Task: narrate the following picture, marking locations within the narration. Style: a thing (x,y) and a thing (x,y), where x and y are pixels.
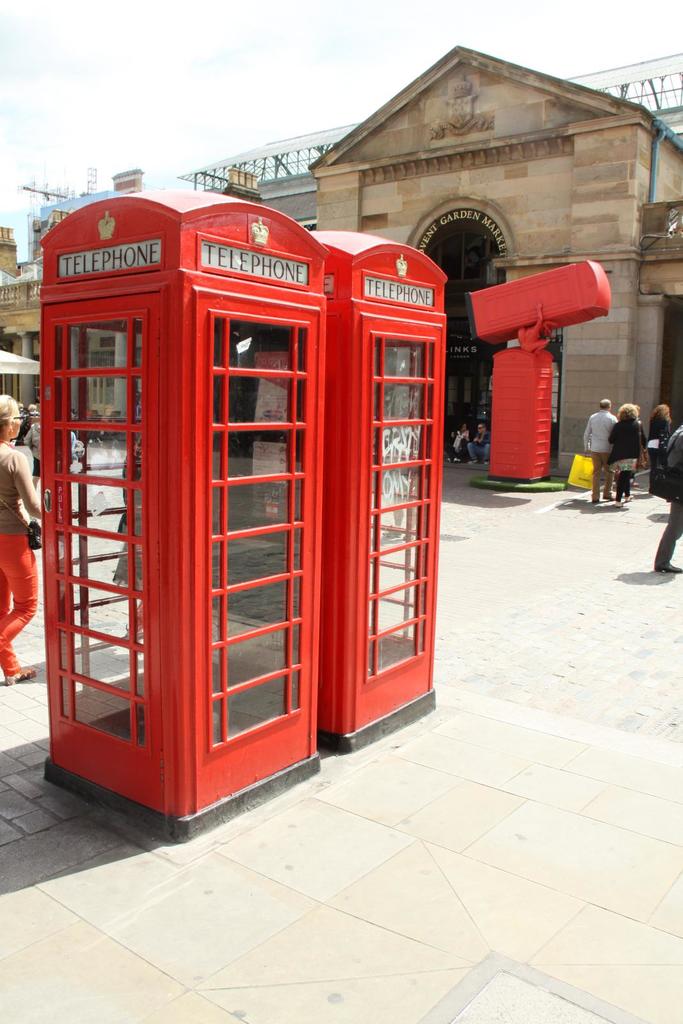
In this image there are two telephone booths (288,483) at left side of this image (169,561) which is in red color. There is one object (514,435) at right side of this image (545,402) which is in red color, and there are some persons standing at right side of this image (648,489) and left side of this image (9,487), and there is a building (477,287) in the background (555,218) and there is a sky (251,92) at top of this image (262,71).
